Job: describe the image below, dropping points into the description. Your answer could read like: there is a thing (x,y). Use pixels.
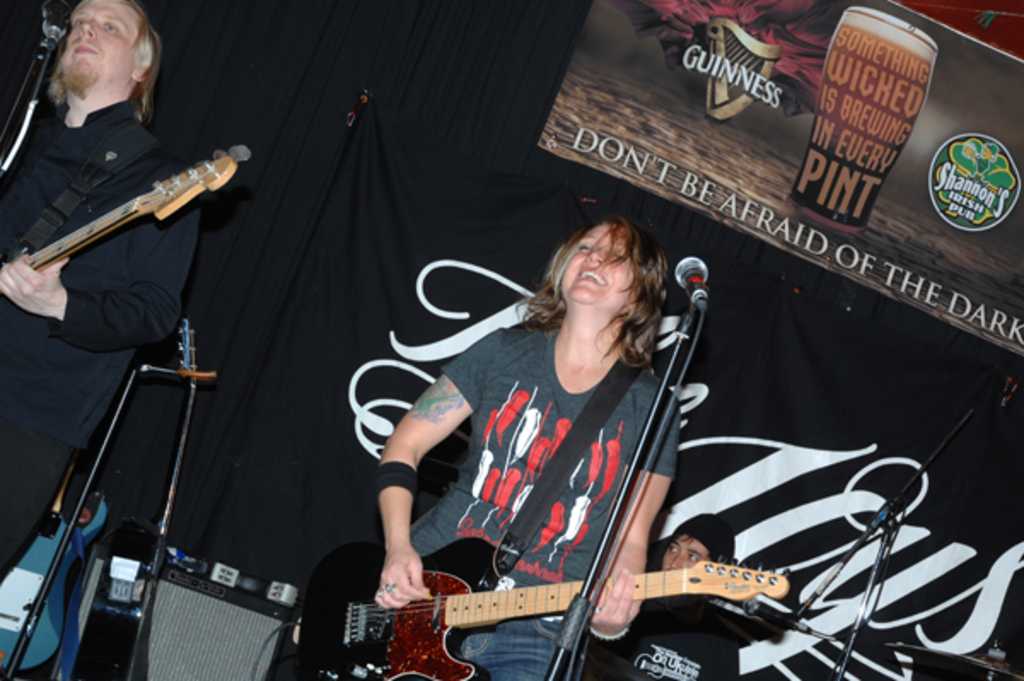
In the image there is a man (74,343) and woman (601,359) playing guitar (410,654) in front of mic (705,282) and behind them there are speakers (166,606) and another person (721,640) playing drum (964,659) and there is a banner (783,139) with some text (798,234) at the back (402,246).
